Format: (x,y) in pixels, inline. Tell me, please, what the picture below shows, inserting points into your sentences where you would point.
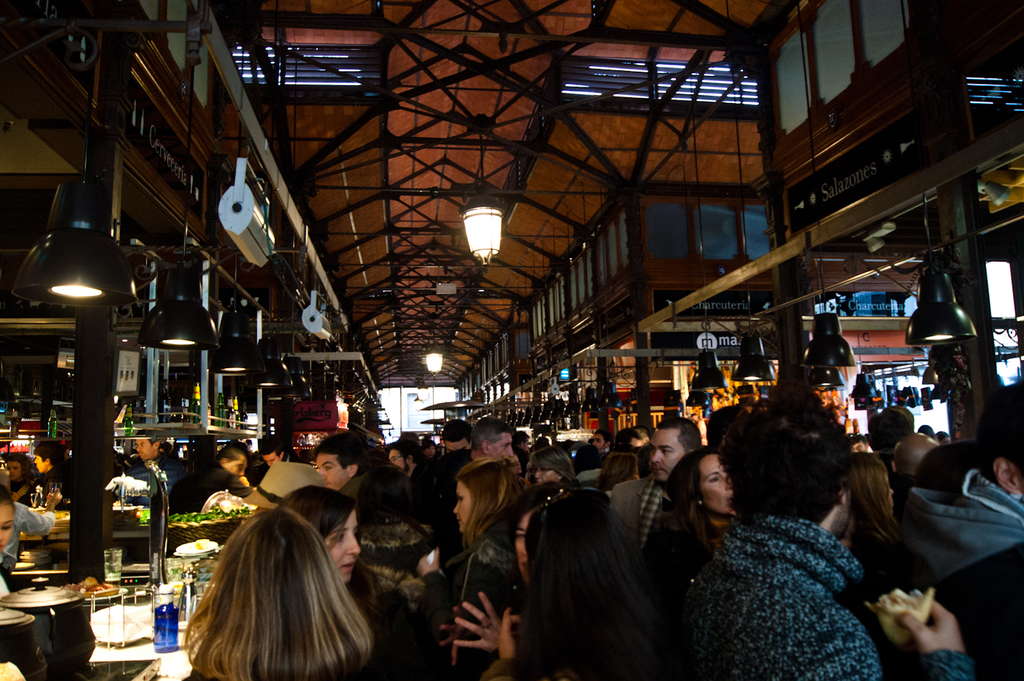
In this picture, we see the people (575,518) are standing. On the left side (130,654), we see a table (159,655) on which the vessels (61,607), glasses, water bottle (167,617), plates (205,556), basket (220,537) and some other objects (231,510) are placed. Beside that, we see a pole (95,318) and two people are standing. On either side of the picture, we see the lights (699,376), poles (640,348) or pillars (640,400). On the left side (261,399), we see the railing (242,421). At the top (313,194), we see the lights (242,368) and the roof (330,223) of the shed (443,321). In the background (385,405), we see a building (431,404) in white color. This picture might be clicked in the market (486,407).
